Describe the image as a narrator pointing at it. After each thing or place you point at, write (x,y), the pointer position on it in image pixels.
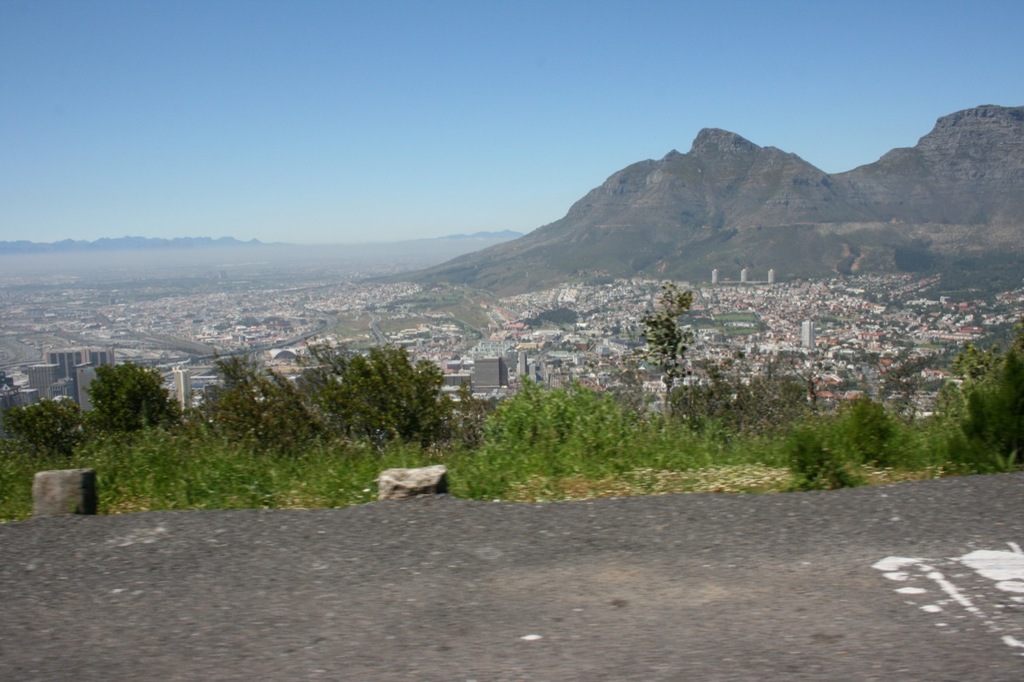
This image is clicked on the road (362,593). At the bottom (348,583) there is the road (604,539). Beside the road (756,567) there plants (367,407), grass (375,453) and rocks (431,475). Behind the plants (423,396) there are buildings (210,318). In the background (642,192) there are mountains (700,191). At the top (331,85) there is the sky (293,75).
